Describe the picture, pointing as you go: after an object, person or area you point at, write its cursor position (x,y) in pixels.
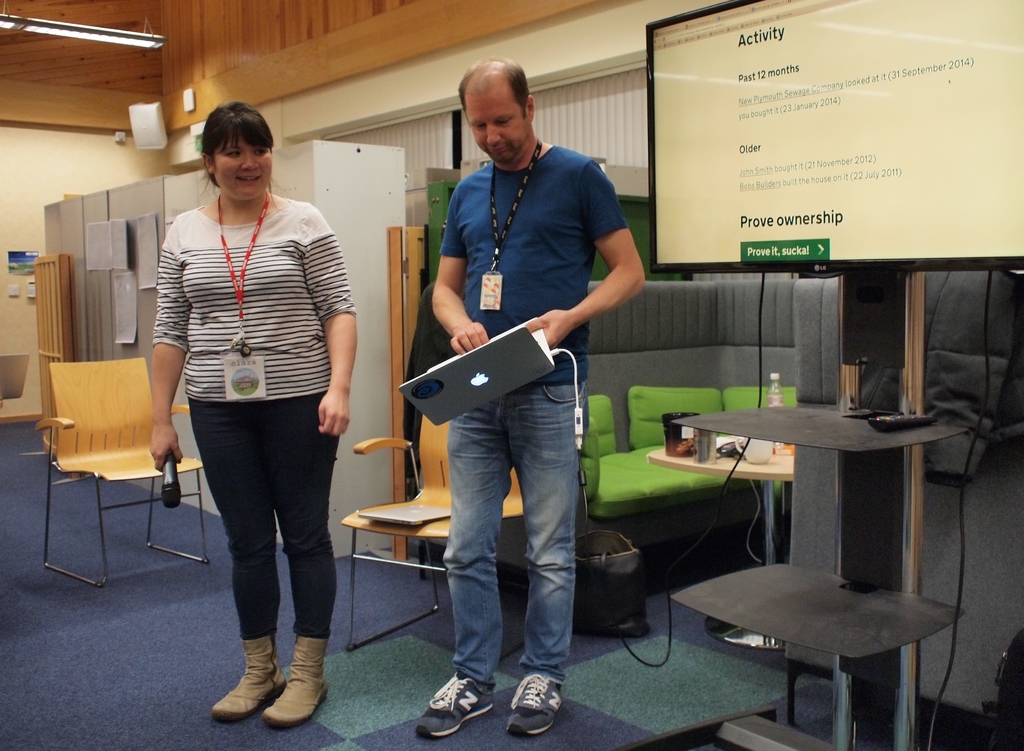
In this picture I can see a man (476,345) standing and holding laptop (484,381), side woman (225,470) standing and holding mike (167,485), behind there are some chairs (359,521) and couch (630,486).
